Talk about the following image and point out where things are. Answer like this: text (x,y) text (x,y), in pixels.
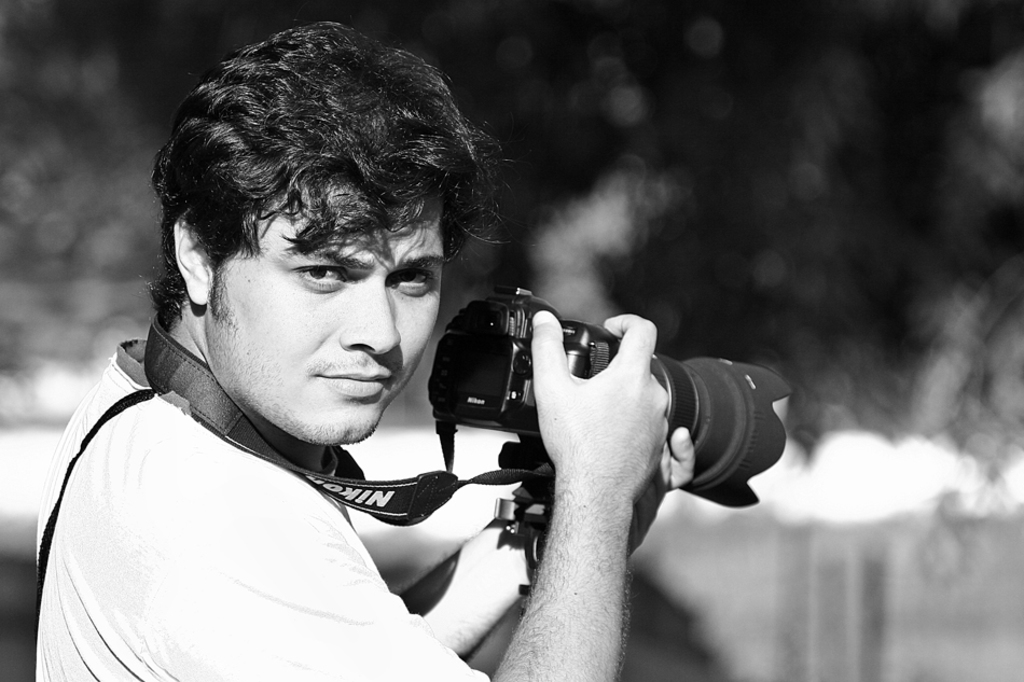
In the image we can see there is a man (330,154) who is holding a camera (513,371) in his hand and the image is a black and white picture.
